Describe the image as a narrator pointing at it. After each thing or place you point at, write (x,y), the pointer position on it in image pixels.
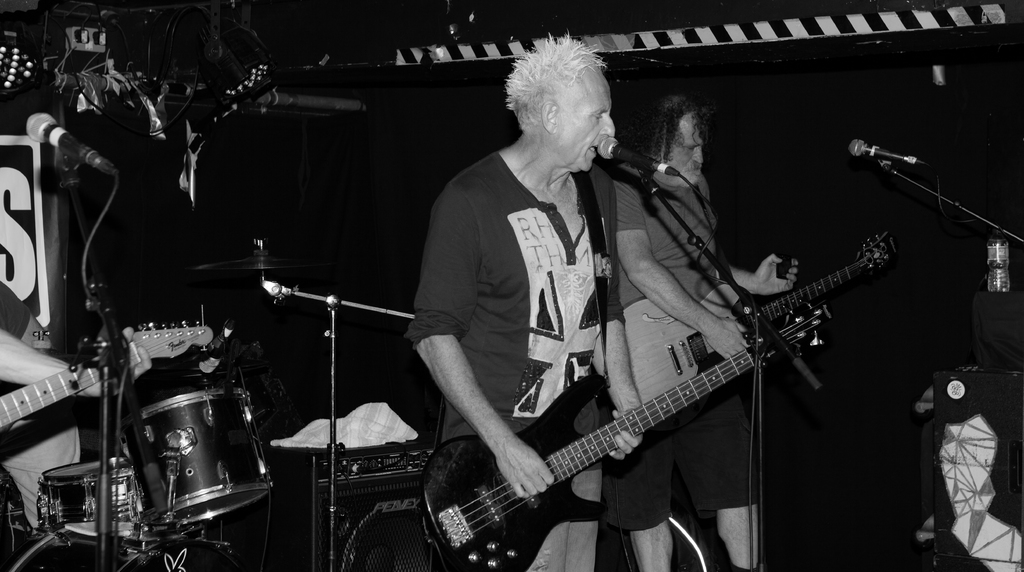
In this image on the left side (13,342) hand (8,355) is visible. There are some musical instrument (39,393) there is a sign board (44,215) and there is a mike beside the sign board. In the center (454,358) there are two person (568,290) standing. First person (552,262) with white hair (542,97) holding a guitar (607,425) and his mouth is open, he is standing in front of the mike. Second person (656,202), with black hair (652,150) holding a guitar (676,325), holding some object (786,268) on the left hand (776,282). On the right side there is a mike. On the top (908,34) there is roof (899,16).
